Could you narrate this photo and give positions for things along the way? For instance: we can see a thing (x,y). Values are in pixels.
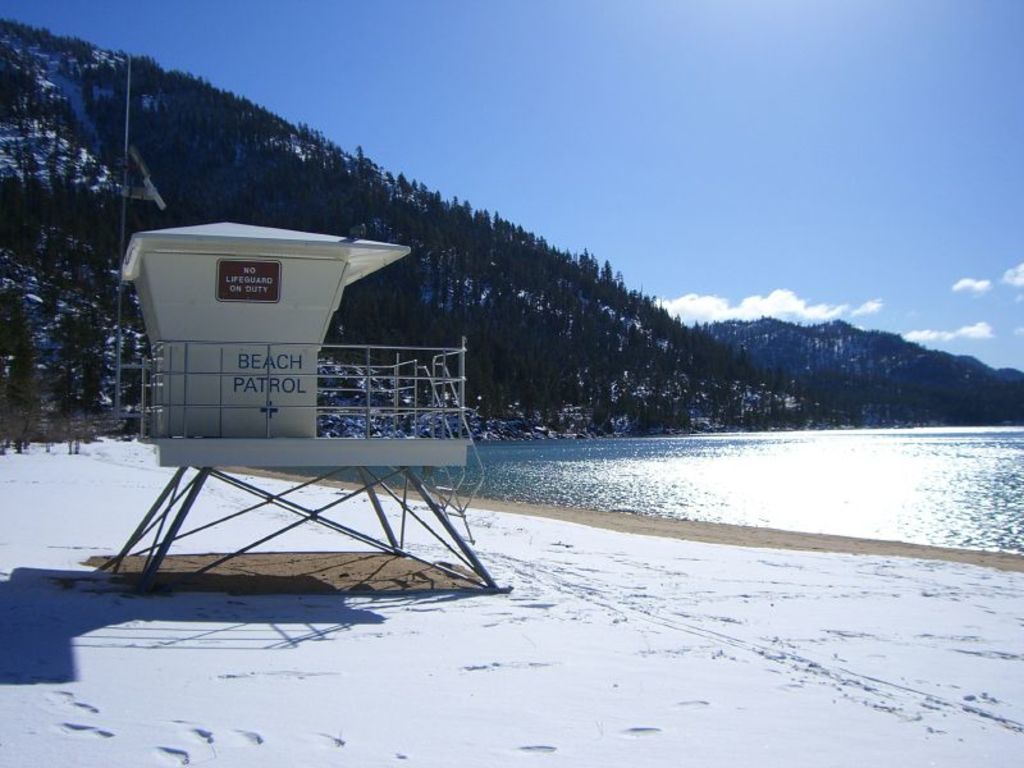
This picture shows few trees (446,272) and we see water (912,460) and a beach patrol (339,391) on the shore (416,496) and we see a blue cloudy sky (738,294) and snow (370,534) on the ground (603,695).
